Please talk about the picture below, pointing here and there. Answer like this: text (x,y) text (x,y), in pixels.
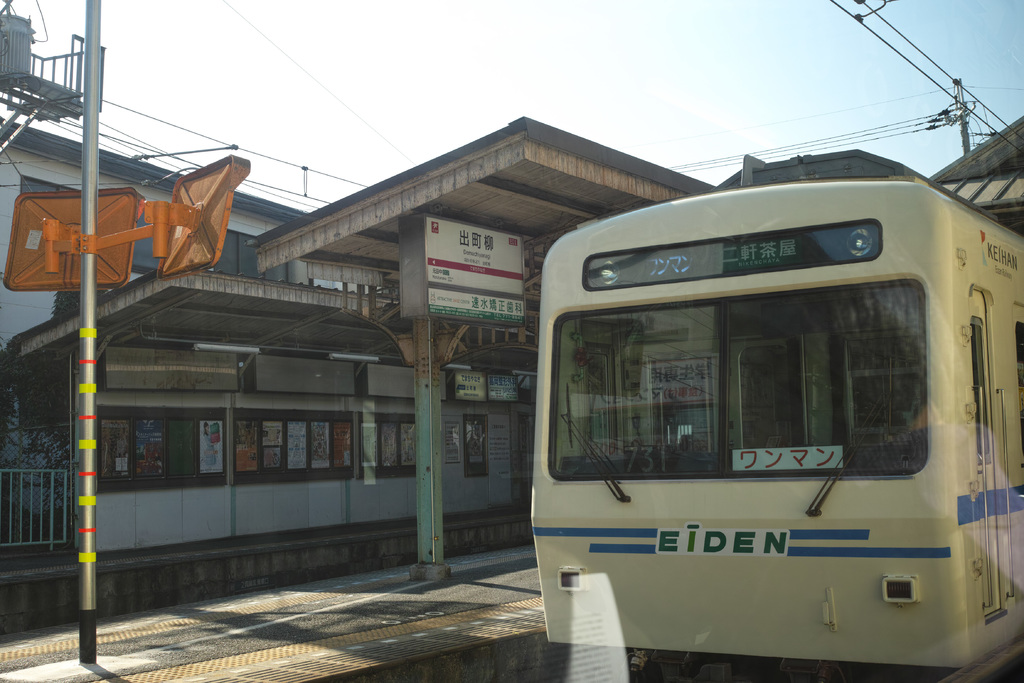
In this image we can see a train (631,383), poles (91,196), wires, posters (346,458) on the wall (334,440), there are boards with text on them, also we can see the rooftop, and the sky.
